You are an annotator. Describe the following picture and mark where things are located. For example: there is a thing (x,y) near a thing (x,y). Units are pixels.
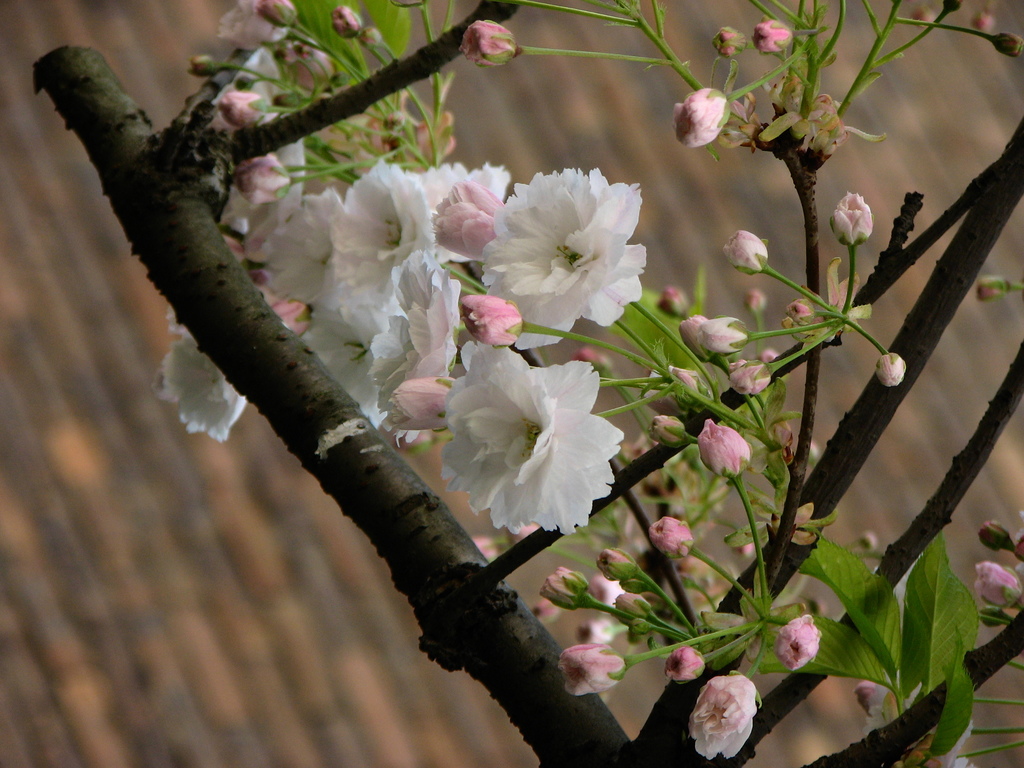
In this image I can see few flowers (560,447) which are white, green and pink in color to a plant (489,50) which is green and brown in color. I can see the blurry background (240,553) which is brown and black in color.
